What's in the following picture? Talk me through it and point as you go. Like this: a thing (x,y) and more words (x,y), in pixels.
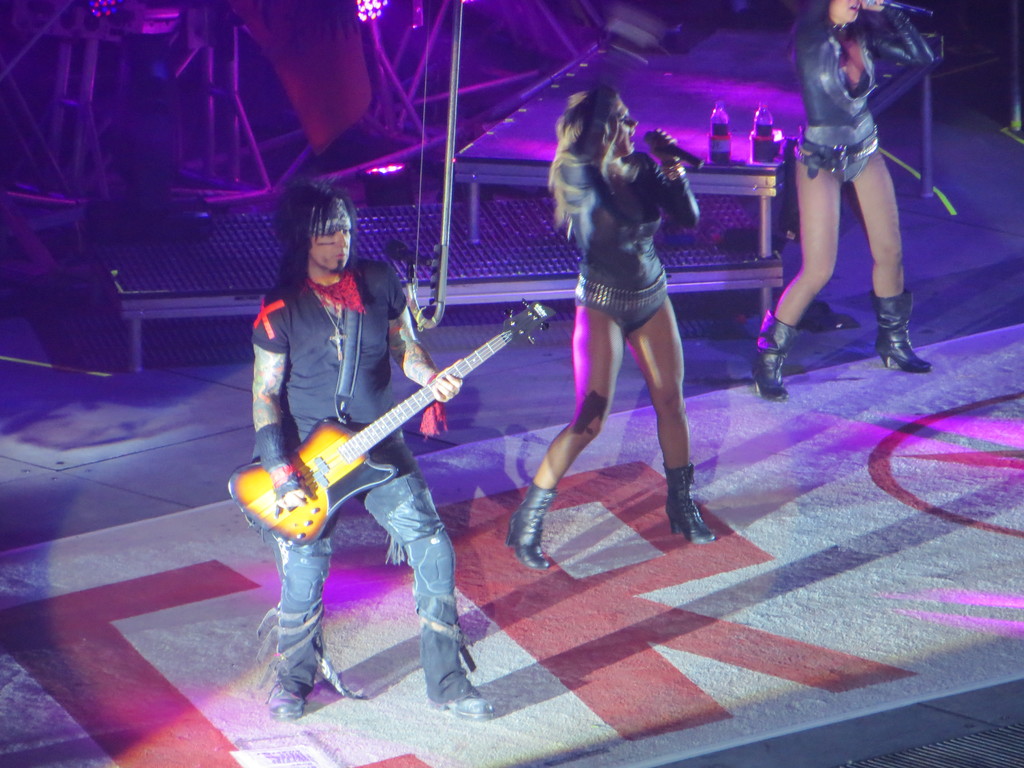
This person (349,307) is playing guitar (340,464). This woman (615,155) is singing in-front of mic (656,141). On this table (693,182) there are bottles (763,134). This woman (815,137) is also singing in-front of mic (919,12). This is focusing light (376,1).
